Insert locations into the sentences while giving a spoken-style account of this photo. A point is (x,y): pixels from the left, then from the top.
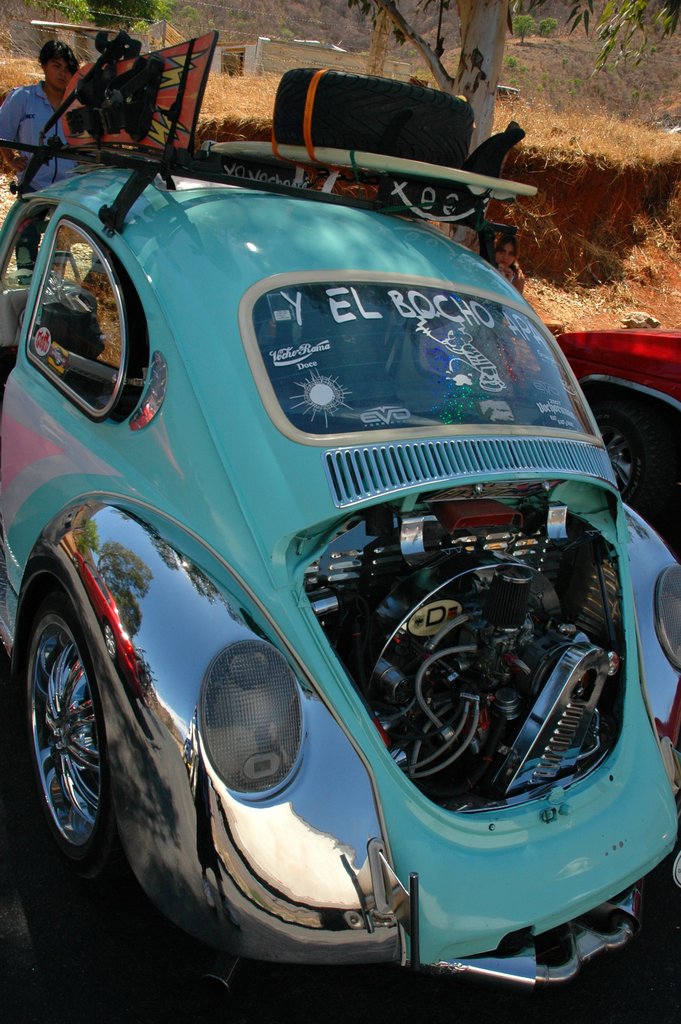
In this image there is a car (269,467), there are objects (140,116) on the car (32,264), there is a person (56,102) standing, there is a tree (477,70), there is grass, there is a red car (625,399).
